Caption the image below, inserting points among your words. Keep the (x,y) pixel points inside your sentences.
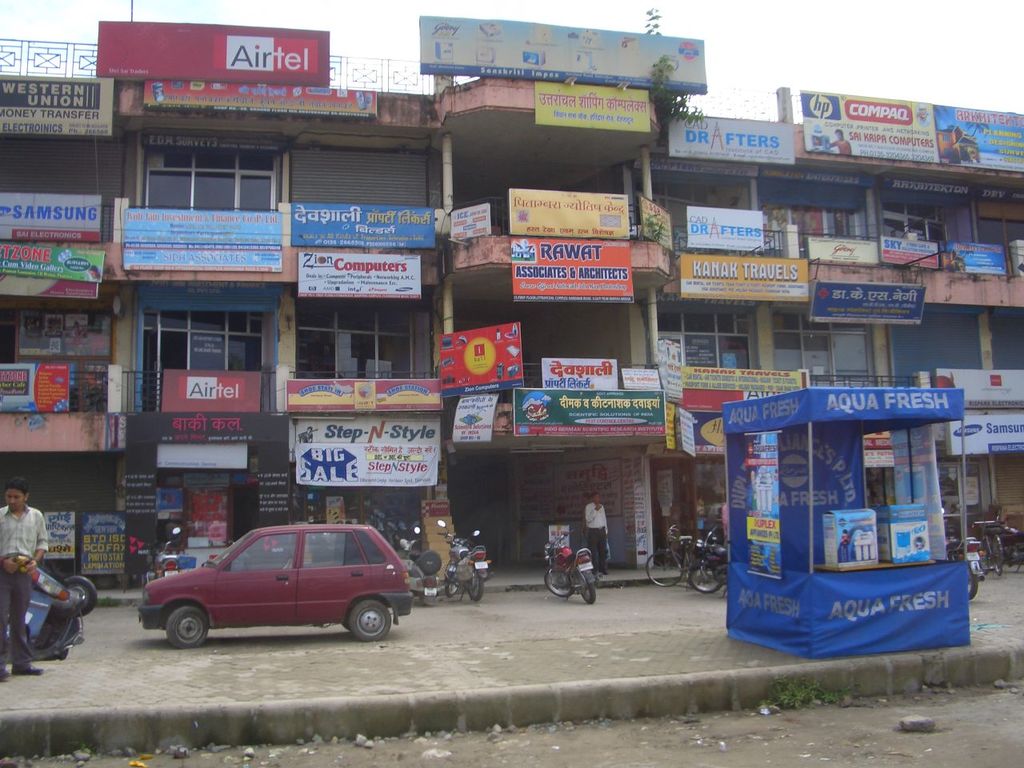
In this image I can see few vehicles (294,587), different boards (337,472), railing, building (582,348) and small plant (663,78). The sky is in white color. In front (865,607) I can see a blue color tent (852,629) and two boxes (862,530) on the table (877,573). The boards (739,156) are in different color.
